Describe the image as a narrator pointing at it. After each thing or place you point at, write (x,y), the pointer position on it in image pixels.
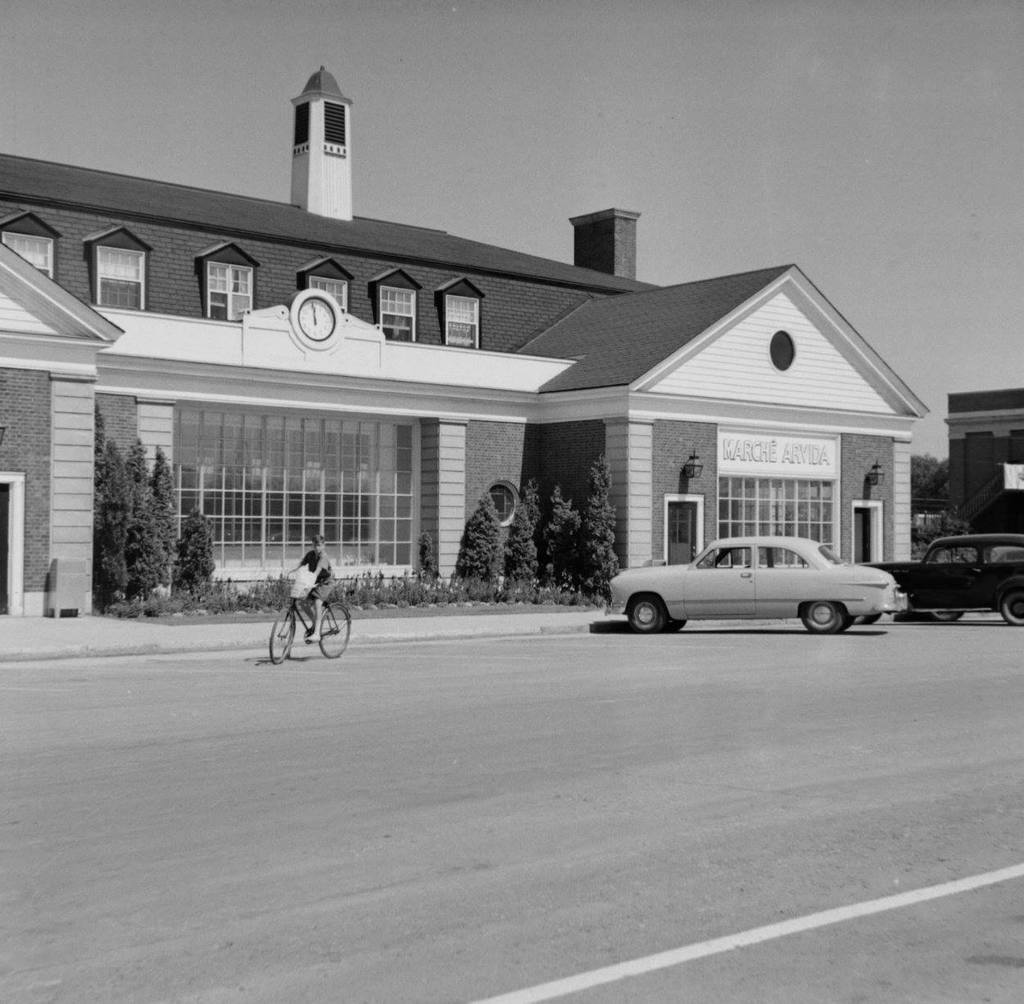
This picture is clicked outside. In the foreground (850,622) we can see the cars (856,585) parked on the road (623,690) and we can see a person (316,608) riding a bicycle (343,643) and we can see the plants (198,591), trees (100,553) and the grass (471,603). In the center (479,416) we can see the buildings (746,419) and we can see the text (783,453) on the building (791,455) and a clock (323,316) hanging on the wall (367,355) of the building (298,273) and we can see the lamps (690,463) attached to the wall (690,450). In the background (576,92) we can see the sky (841,99) and the trees (923,480).
